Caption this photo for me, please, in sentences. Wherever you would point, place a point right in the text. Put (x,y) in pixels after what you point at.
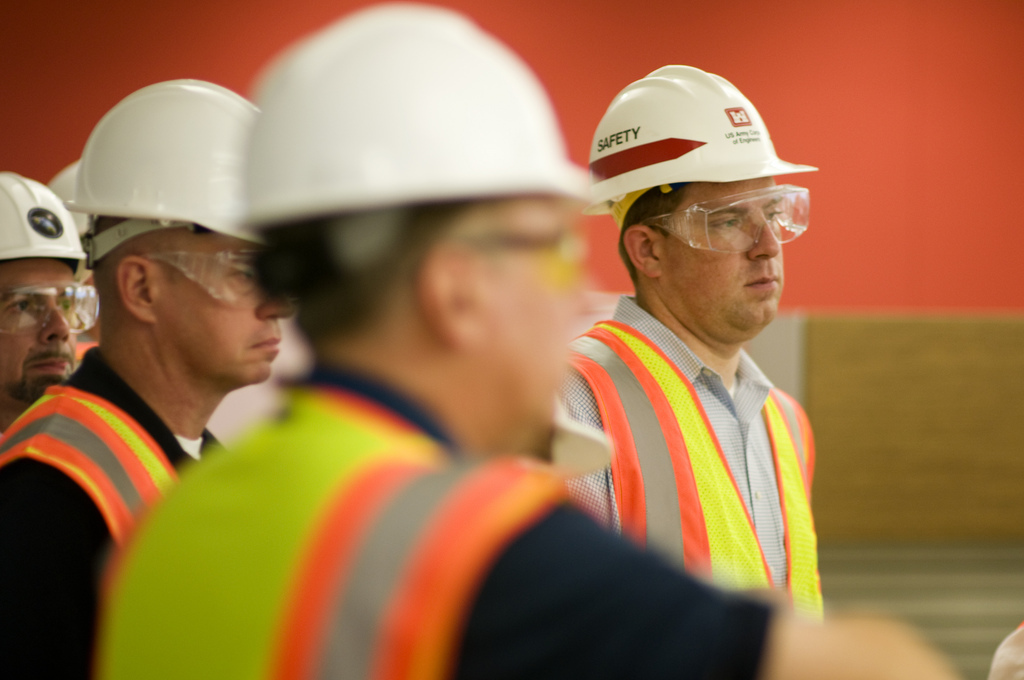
In this picture, there are group of men (366,372) wearing jackets (178,569) and white helmets (162,190). All of them are staring towards the right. In the background (906,246), there is a wall (850,155) which is in orange and brown.
